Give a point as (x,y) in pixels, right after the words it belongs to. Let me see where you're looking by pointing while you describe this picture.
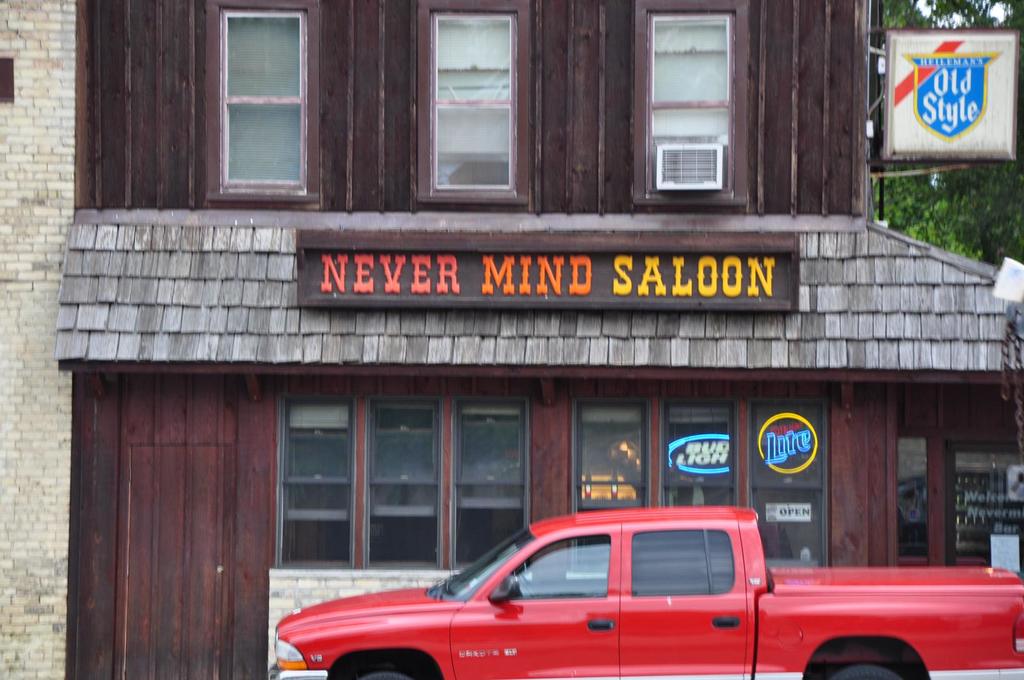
In this picture we can see there is a red vehicle (607,601) on the path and behind the vehicle (515,622) there is a building (628,120) with a name board (498,248) and windows (663,134). On the right side of the building (656,116) there is another board (926,103) and trees (938,214).
